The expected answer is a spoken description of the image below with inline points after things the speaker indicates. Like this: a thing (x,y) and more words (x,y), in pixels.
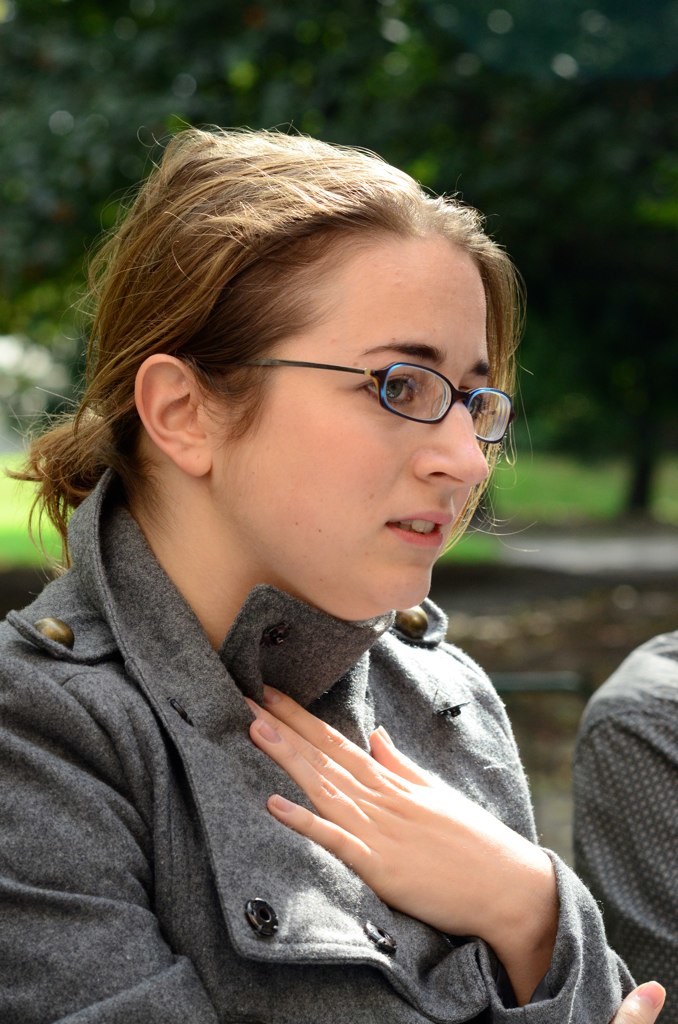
In this image, I can see the woman (225,899). She wore a dress (277,872) and a spectacle (385,393). On the right side of the image (664,716). I think there's another person (653,722). In the background (568,139), I can see the trees (471,157).
